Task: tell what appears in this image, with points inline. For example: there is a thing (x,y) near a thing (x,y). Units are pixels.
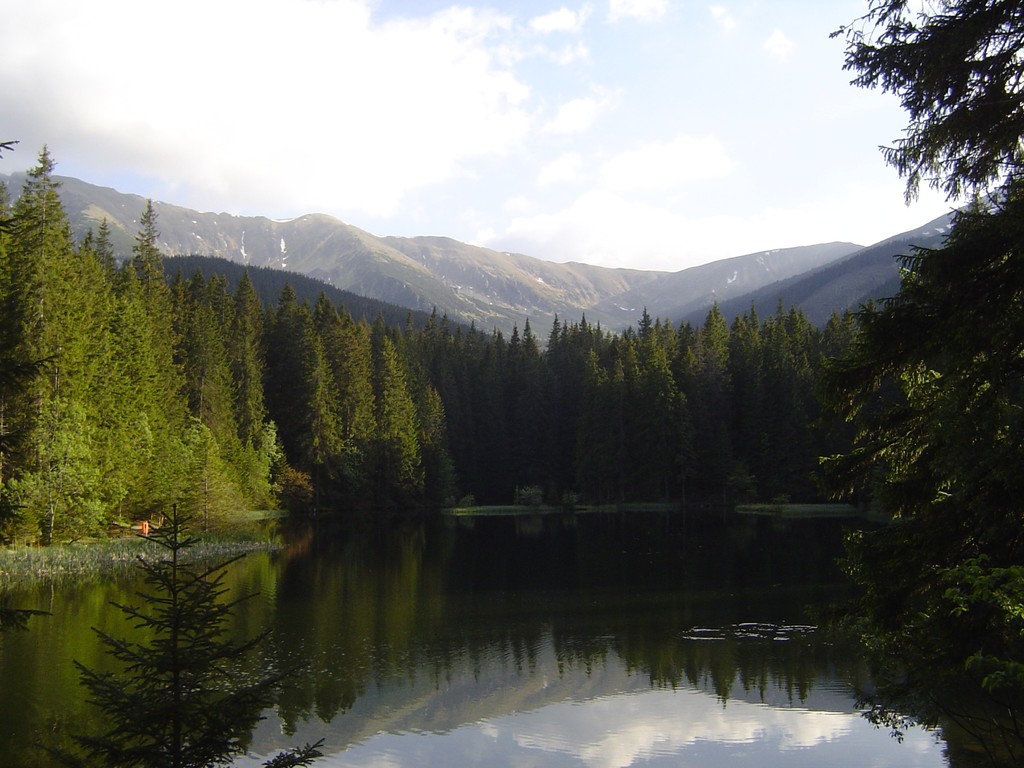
In this image we can see many trees (642,401) and also some hills (630,274). At the top (464,76) there is sky (569,90) with the clouds (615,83) and at the bottom (633,625) there is lake (635,666).
